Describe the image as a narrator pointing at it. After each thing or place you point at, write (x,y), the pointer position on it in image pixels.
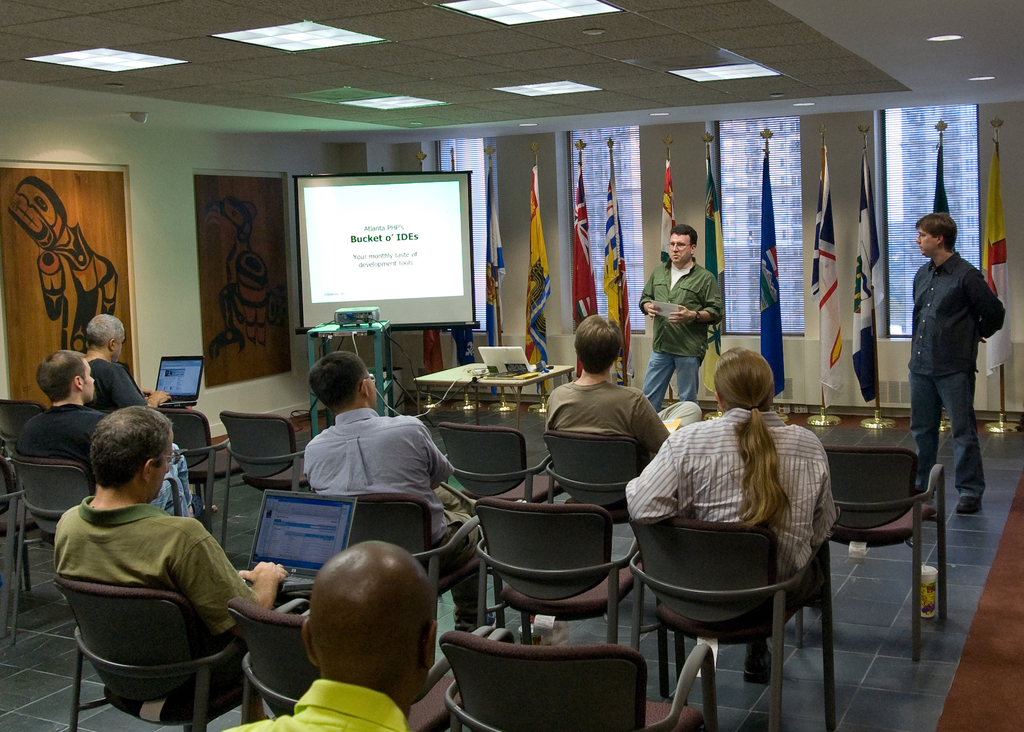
In this image I see few people (581,357) sitting on the chairs (2,457) and 2 of them (975,475) standing over here and I can also see that there are 3 laptops (530,368) and a table (486,382) over here. In the background (481,397) I see the screen (437,325), few flags (502,253), the wall (521,229) and the projector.
